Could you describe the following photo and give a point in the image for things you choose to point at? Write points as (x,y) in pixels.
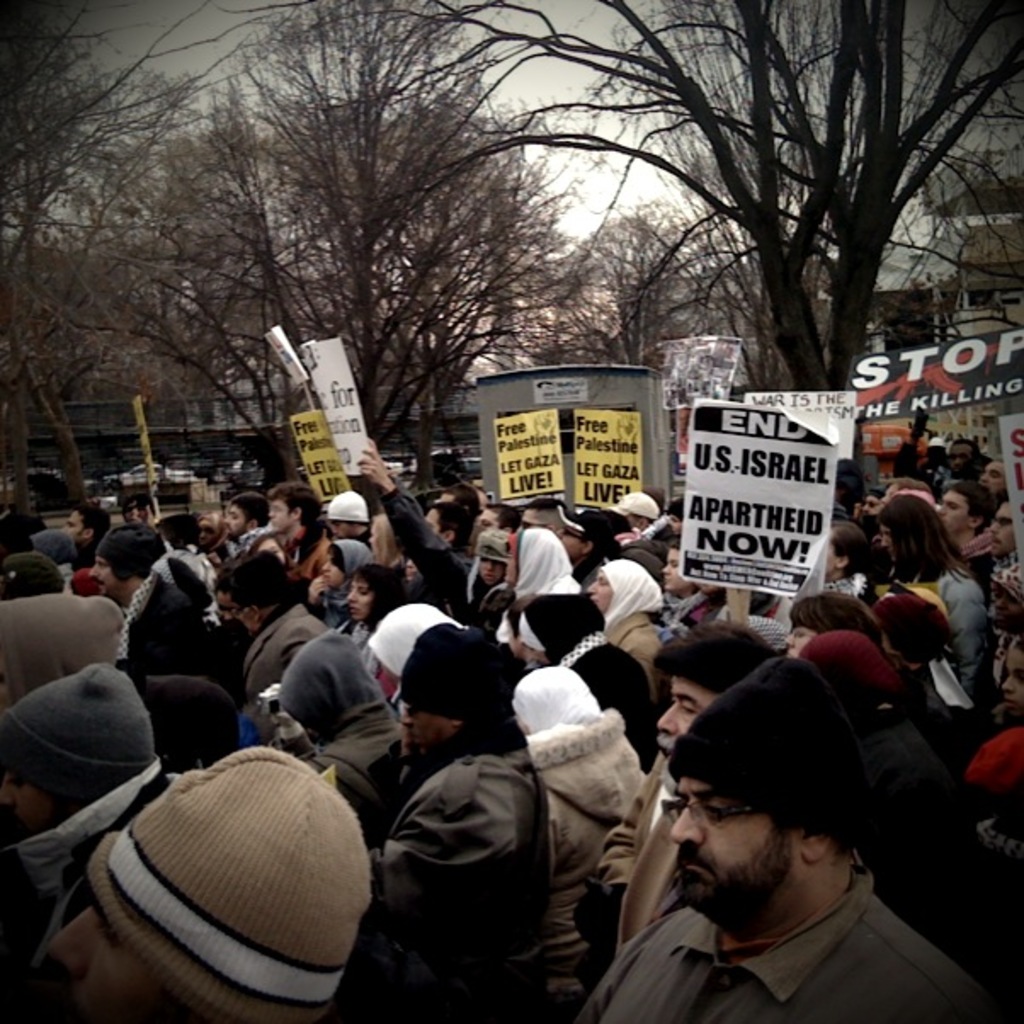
In the picture we can see a group of people (711,757) standing and holding a board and something written on it and in the background (119,119) we can see some trees (440,152), building (956,216) and sky (450,46).
